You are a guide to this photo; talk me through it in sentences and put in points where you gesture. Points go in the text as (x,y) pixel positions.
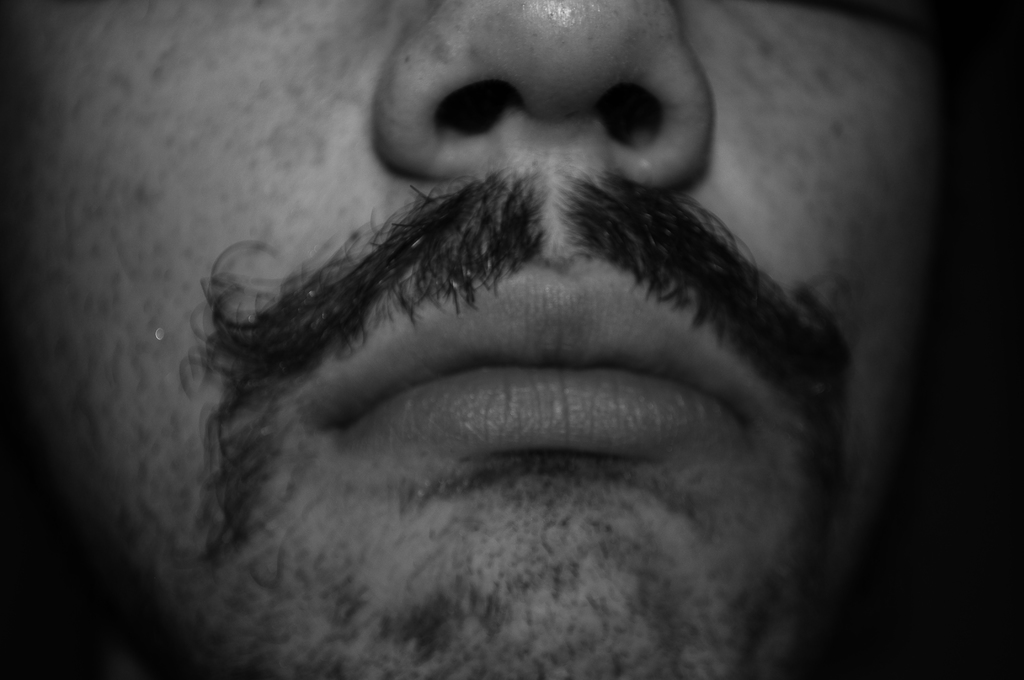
In this image I can see mouth (497,301) and nose (598,105) of a man (309,311). I can also see this image is black and white in colour.
